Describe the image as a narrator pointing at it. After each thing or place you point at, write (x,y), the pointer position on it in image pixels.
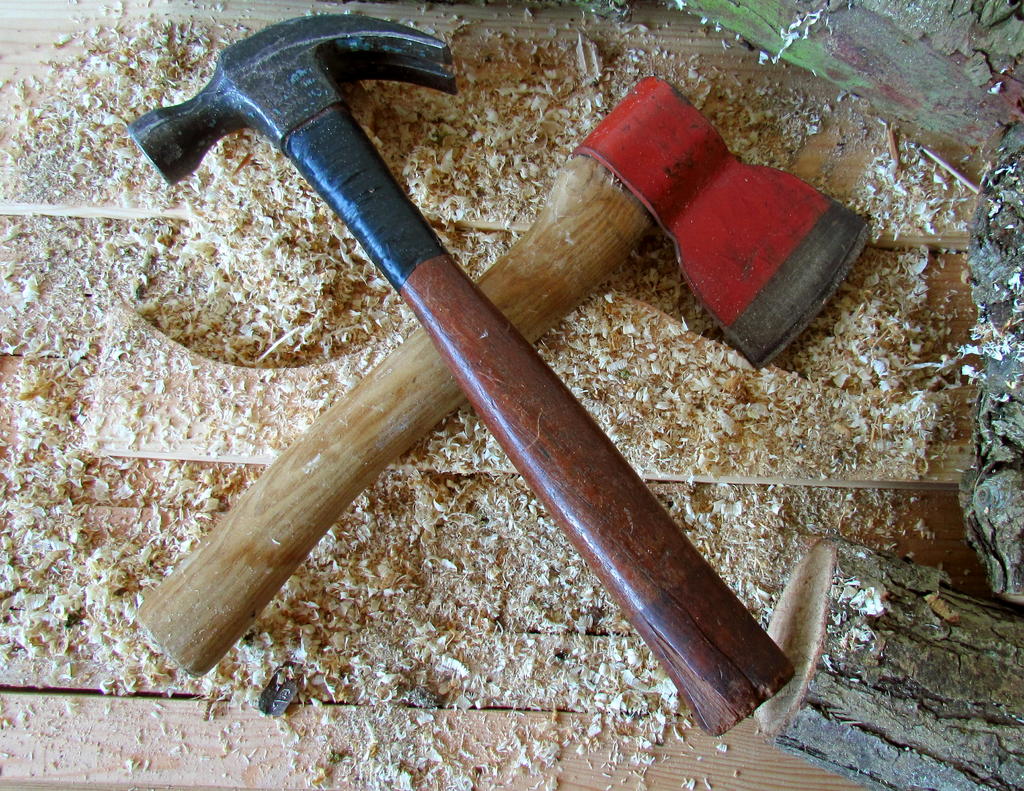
In this image we can see an axe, hammer (633,578), some wooden logs (980,679) and the sawdust (612,632) on the wooden surface (526,632).
